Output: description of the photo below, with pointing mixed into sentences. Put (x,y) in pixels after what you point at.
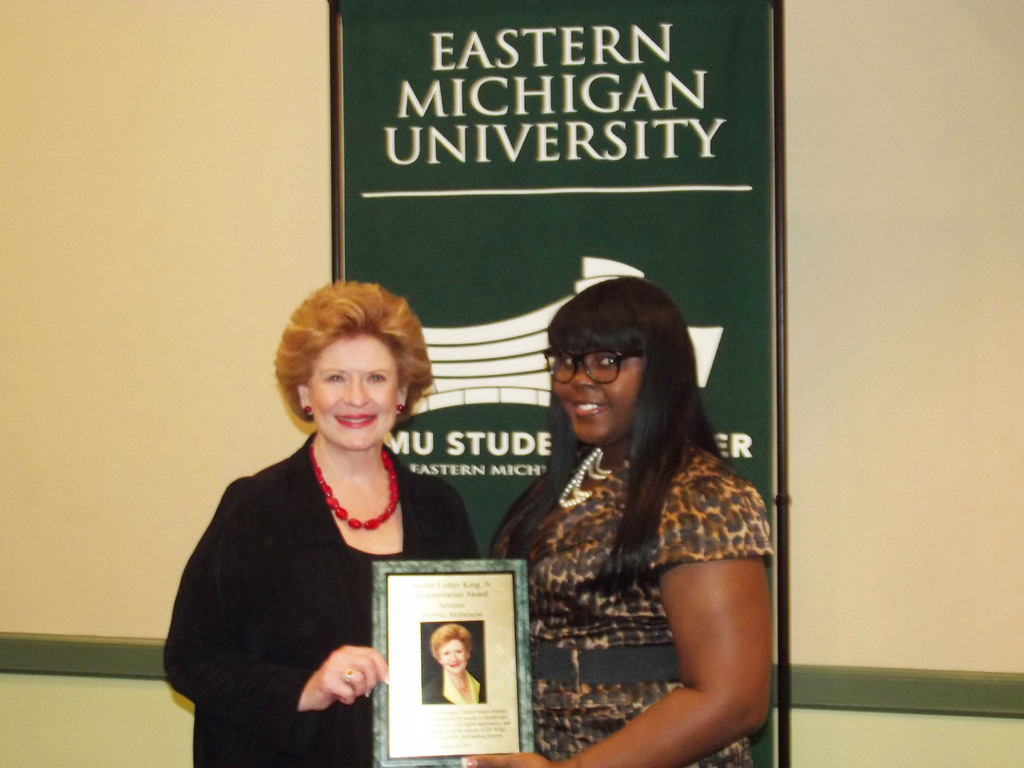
In this image I can see two people (428,506) with different color dresses (293,529). I can see one person (570,491) is wearing the specs (551,371) and these people (365,598) are holding the frame (458,611). In the background (370,225) I can see the banner (423,181) and also the wall (76,255).
